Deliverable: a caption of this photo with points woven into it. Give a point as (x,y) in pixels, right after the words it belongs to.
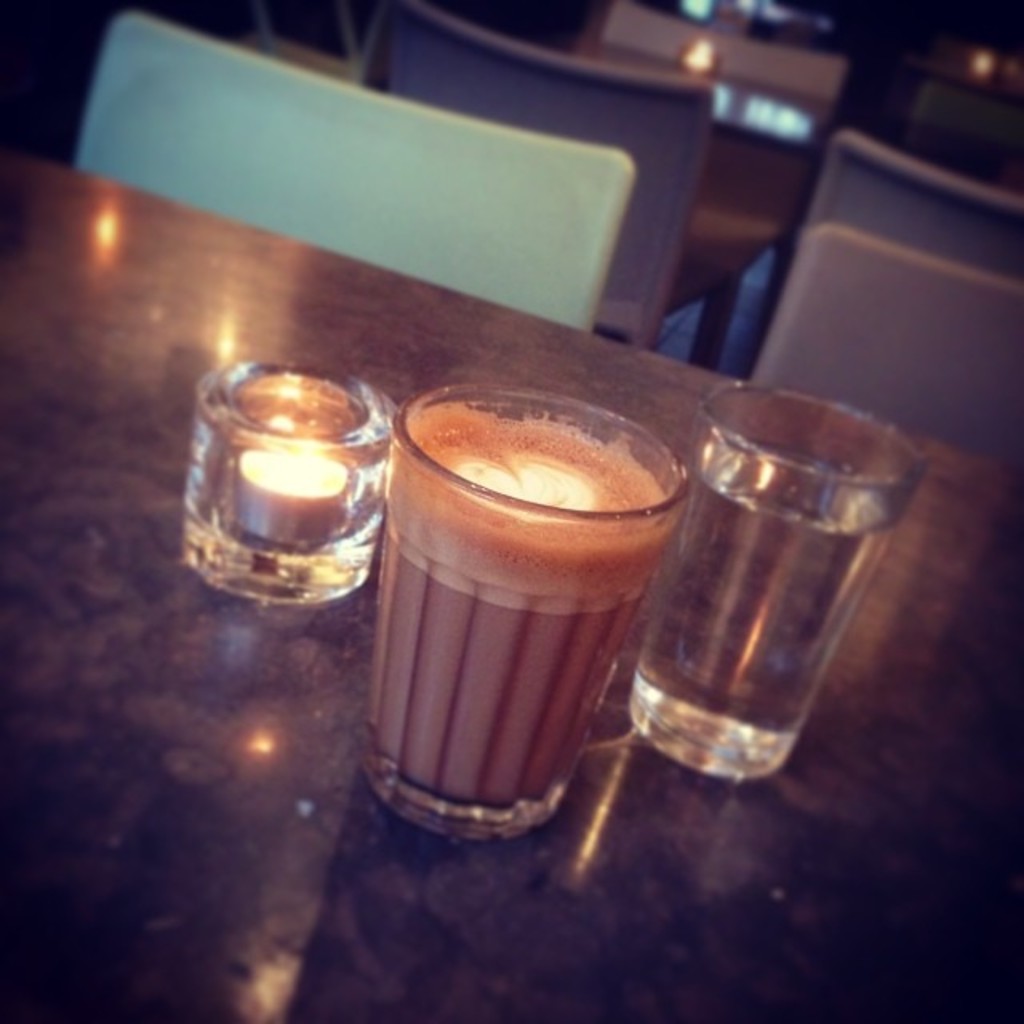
As we can see in the image there are tables (968,74) and chairs (505,137). On table (136,500) there are glasses (202,502).
